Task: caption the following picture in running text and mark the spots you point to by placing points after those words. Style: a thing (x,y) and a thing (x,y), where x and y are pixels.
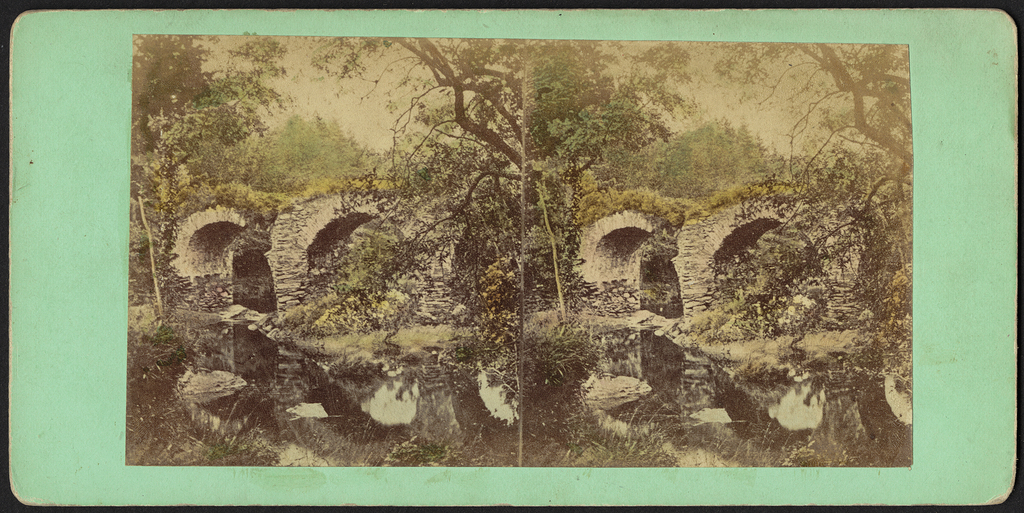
This is a collage image. In this picture we can see the arches (584,237), trees (355,244), rocks (230,315). At the bottom of the image (616,372) we can see the water (404,411), plants (617,438). At the top of the image (771,67) we can see the sky (766,54).
